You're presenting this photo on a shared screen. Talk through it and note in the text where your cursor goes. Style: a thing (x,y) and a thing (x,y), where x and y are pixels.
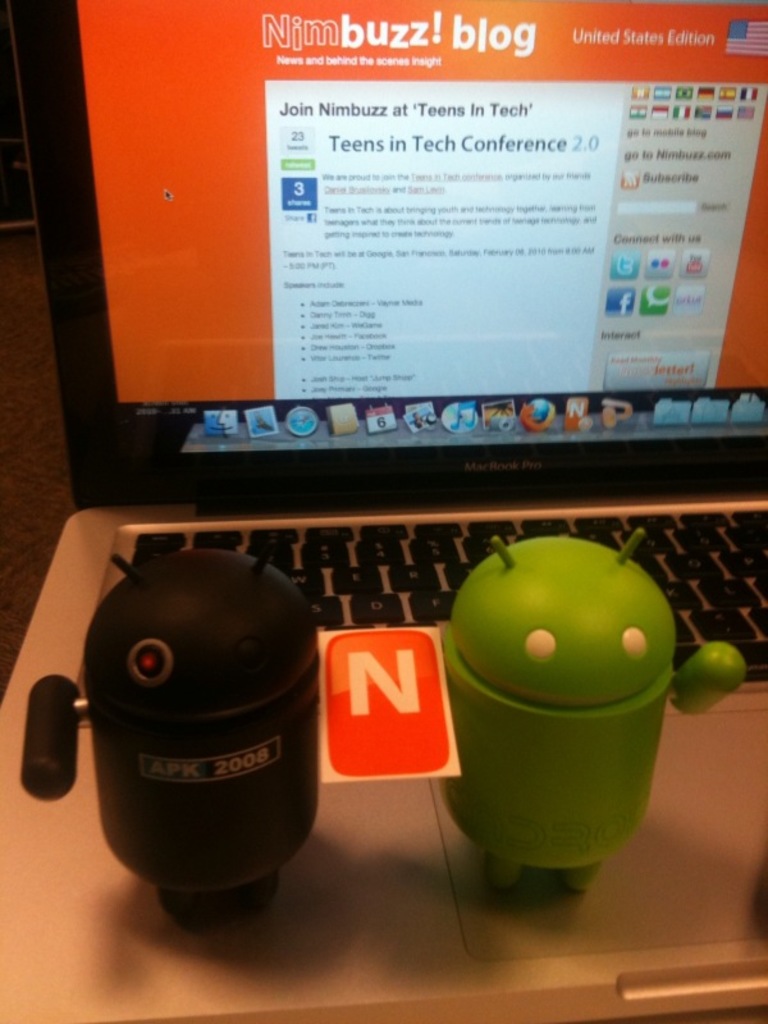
In this image there is a laptop (397,507) as we can see in the middle of this image (265,412), as we can see there are some icons (543,406) on the display (512,410) of this laptop (652,412) and there is a web page (583,237) as we can see on the top of this image (394,258). There are two android shaped devices (583,660) kept on a laptop (487,898) as we can see in the bottom of this image (332,855).
